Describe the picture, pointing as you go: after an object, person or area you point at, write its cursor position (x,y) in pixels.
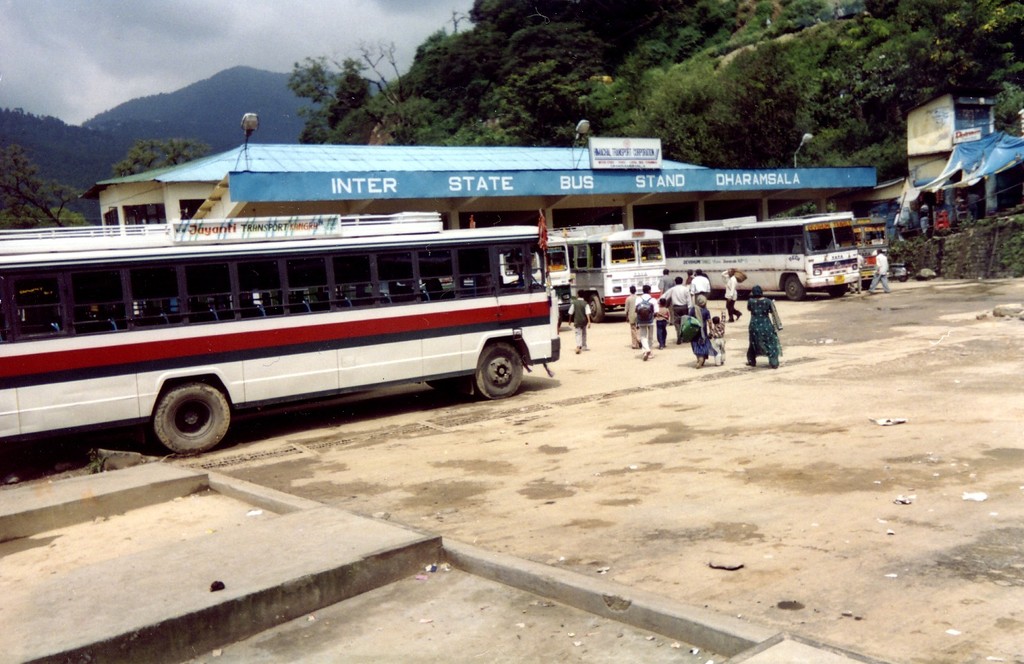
In this image we can see the bus stand (651,217). And we can see the buses (701,229). And we can see people (758,347) standing. And on the right (972,152), we can see a shed (951,183). And we can see the hill (291,80). And we can see the trees (639,80). And we can see the clouds (80,32) in the sky (64,52).
